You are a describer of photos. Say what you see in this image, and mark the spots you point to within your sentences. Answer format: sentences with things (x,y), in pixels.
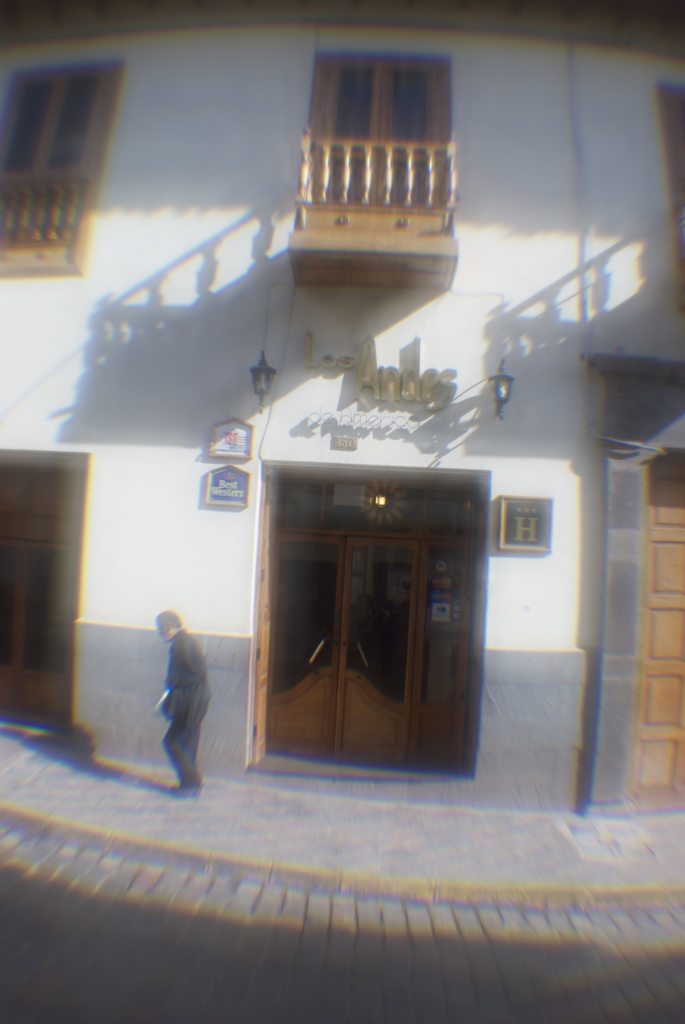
At the bottom of the image (178,694) on the footpath (623,835) there is a man (174,710). Behind him there is a wall (557,510) with doors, windows (344,106), railings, lamps (505,394) and frames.
